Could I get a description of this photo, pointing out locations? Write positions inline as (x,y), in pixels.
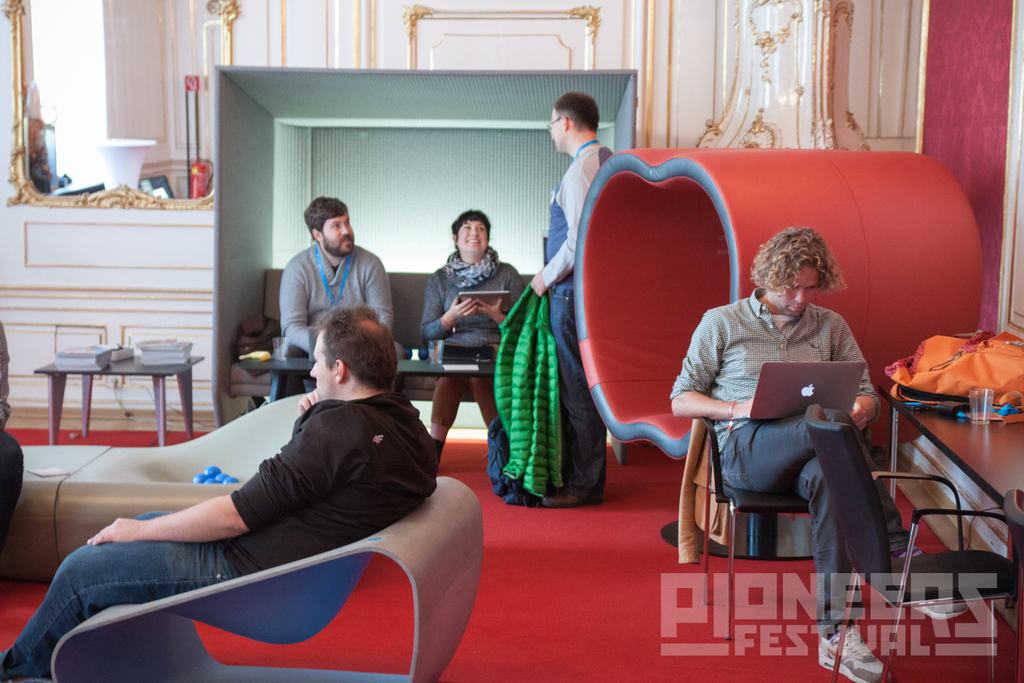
This image consists of sofas (230,327), chairs (960,534) and tables (295,371). On the Sofas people (439,386) are sitting. On the table (976,431) which is on the right side (943,398) there is a bag (924,391) and glass (987,417). On the table (49,371) which is on the left side (86,363) there are books (86,363). On the chair (709,450) a person (822,538) is sitting and he is holding a laptop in his hands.
